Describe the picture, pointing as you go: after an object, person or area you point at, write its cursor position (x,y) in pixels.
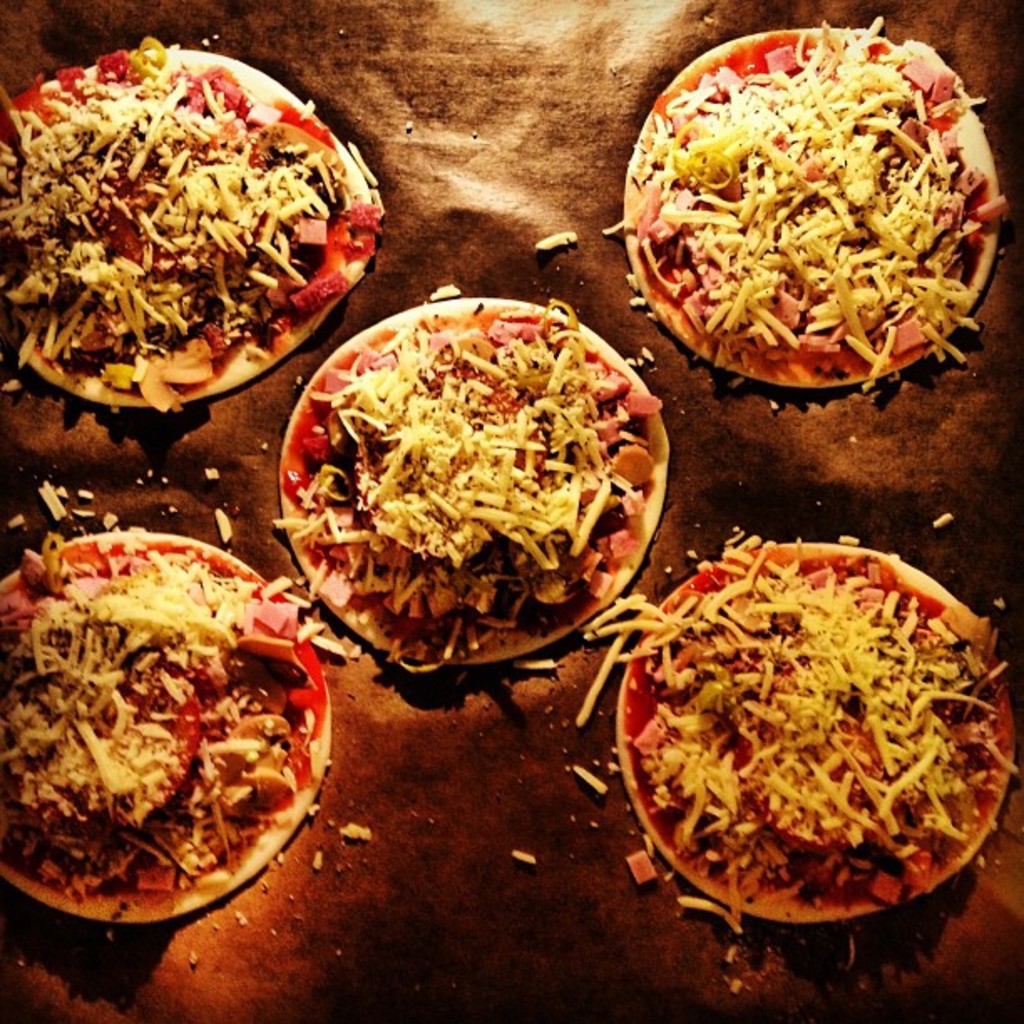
In this image we can see some pizzas (405,499) with food (418,546) on an object (386,220), which looks like paper (337,906).
